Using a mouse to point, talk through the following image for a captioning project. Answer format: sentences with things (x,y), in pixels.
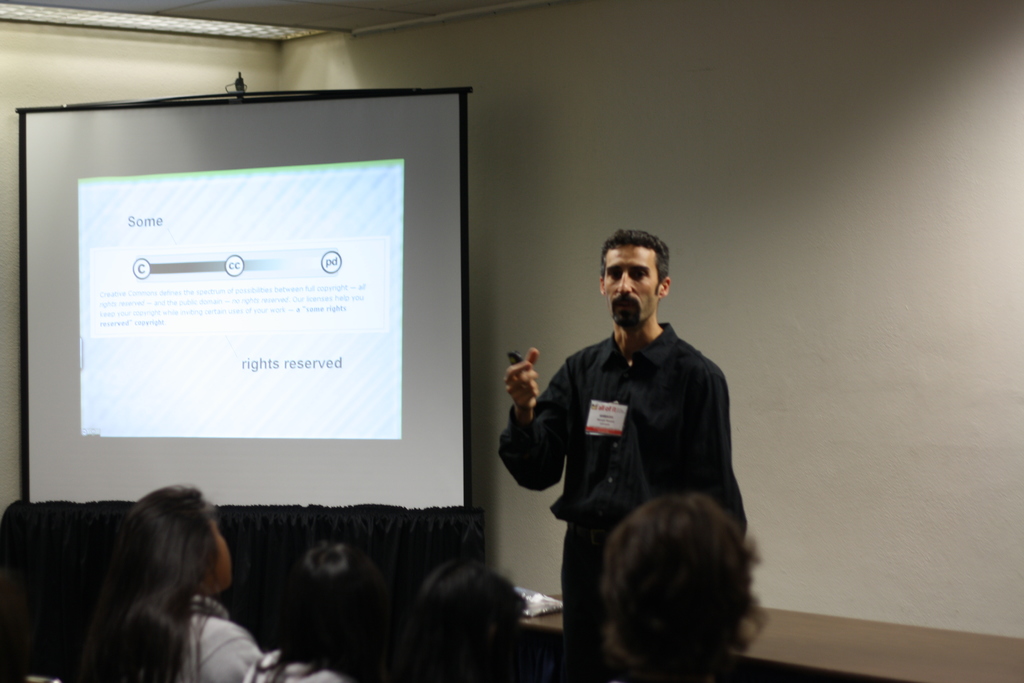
In the picture I can see a person (595,469) wearing black dress (605,456) is standing and there are few persons (433,602) sitting in front of him and there is a projected image (248,261) in the left corner (211,258).
